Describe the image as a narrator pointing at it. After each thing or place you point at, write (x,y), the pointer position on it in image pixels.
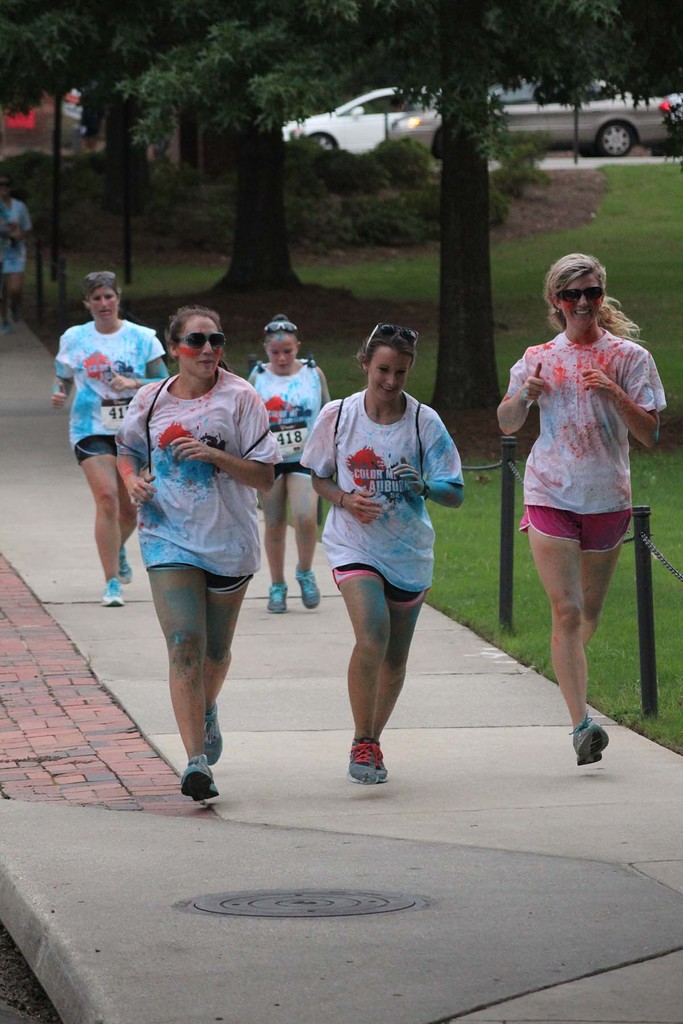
There are people (417,468) in the foreground area of the image (382,383), there are trees (483,339), vehicles (422,129), grassland (646,240) and a person (4,236) in the background (330,51).
